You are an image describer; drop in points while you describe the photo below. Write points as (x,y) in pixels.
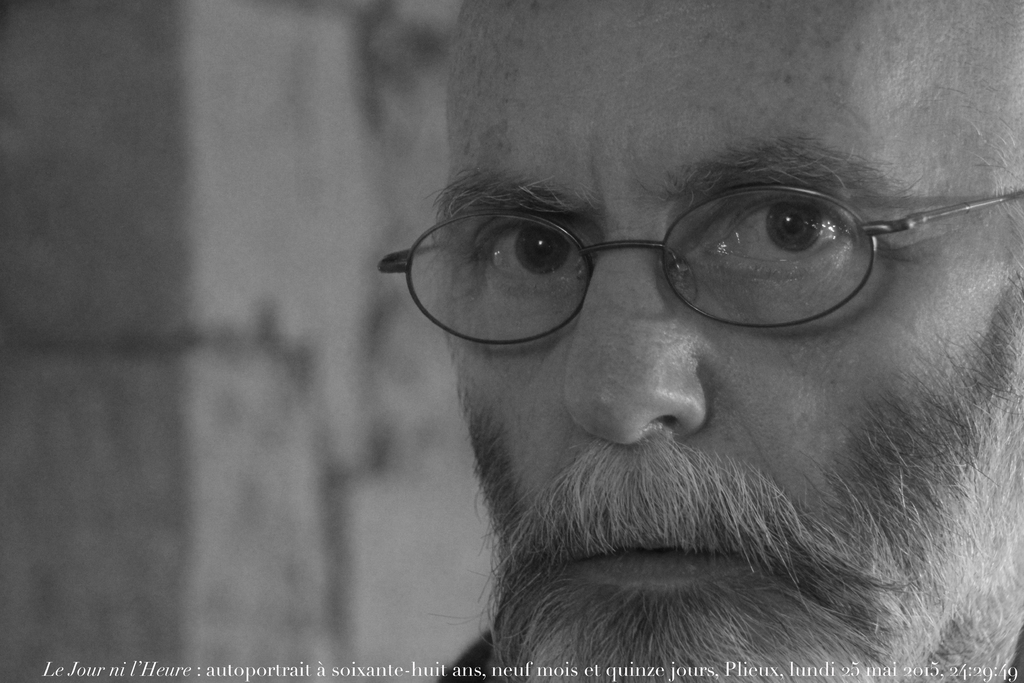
In this picture we can see a person (577,123) wearing a spectacle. We can see some text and numbers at the bottom of the picture (843,672). Background (157,585) is blurry.
